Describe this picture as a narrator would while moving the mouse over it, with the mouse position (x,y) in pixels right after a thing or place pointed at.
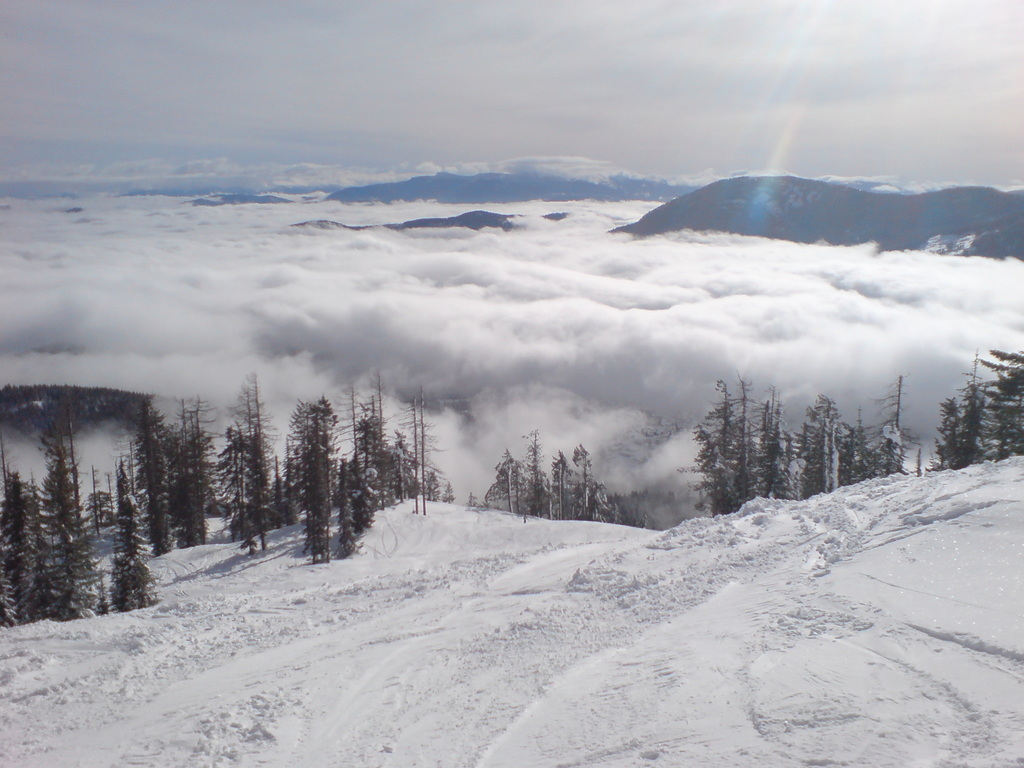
At the bottom of the image (510,633) there is snow (664,602). There are trees (60,472). In the background of the image (666,255) there are mountains (966,200) and clouds (369,258).
